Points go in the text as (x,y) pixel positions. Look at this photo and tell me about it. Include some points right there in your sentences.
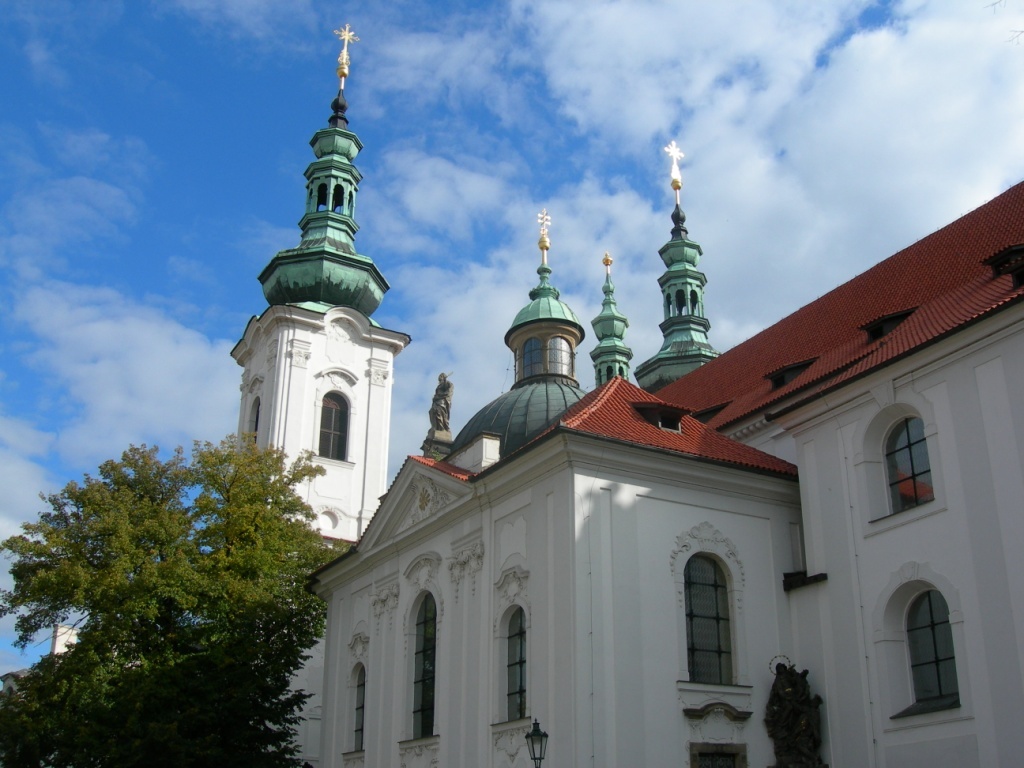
In this image I can see a building (580,504), windows (712,586), light-pole (536,739) and trees (263,585). The sky (429,348) is in blue and white color.
